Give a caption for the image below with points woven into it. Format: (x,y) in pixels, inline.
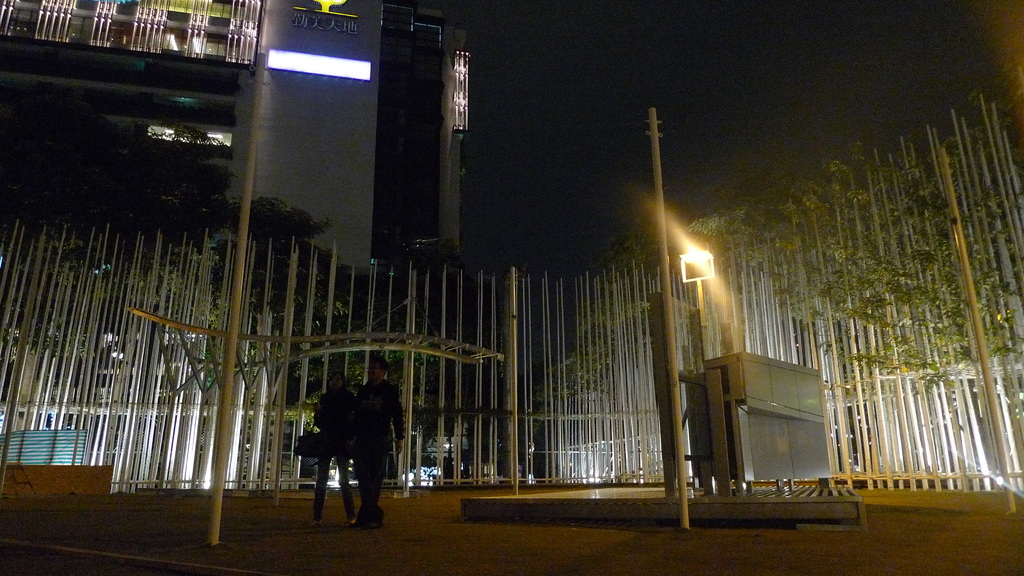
In this picture I can see building (283,127) and few trees (801,306) and I can see couple of them (321,451) standing and few poles (915,418). I can see a pole light (682,253) and a metal box (771,414).
